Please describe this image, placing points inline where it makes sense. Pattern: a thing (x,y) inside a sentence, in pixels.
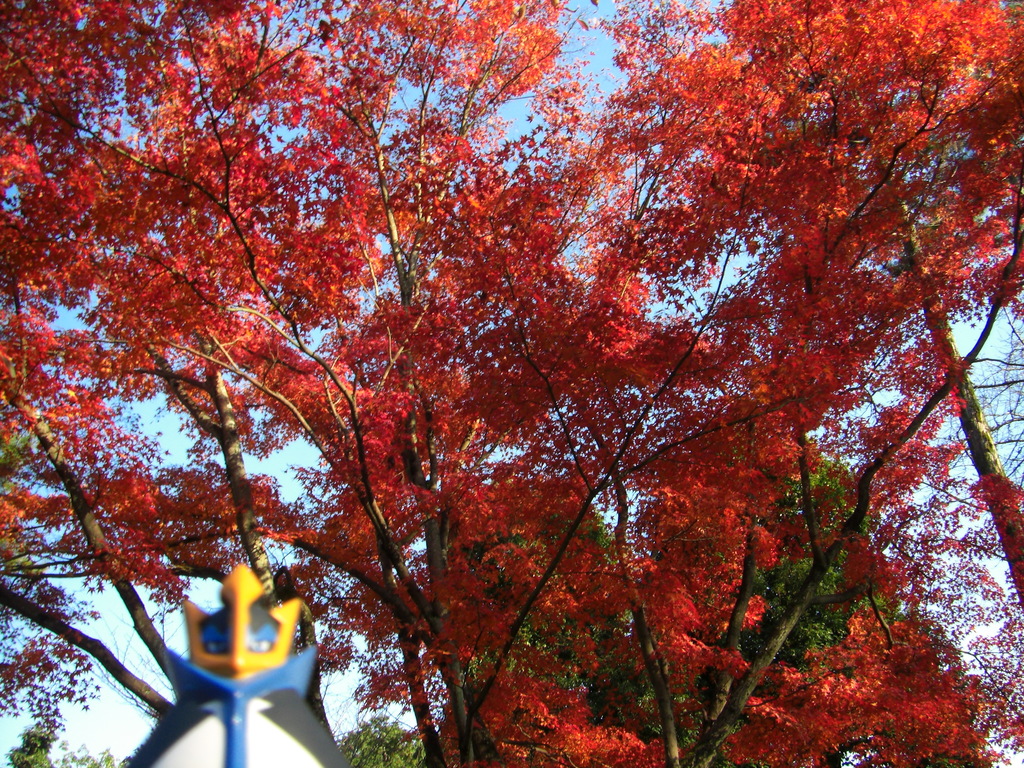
In this image I can see few trees (586,497) where I can see red colour leaves (645,336) and in background (612,674) I can see green colour leaves (361,763). I can also see the sky (267,414) in background (72,731) and here I can see an object (252,666).
